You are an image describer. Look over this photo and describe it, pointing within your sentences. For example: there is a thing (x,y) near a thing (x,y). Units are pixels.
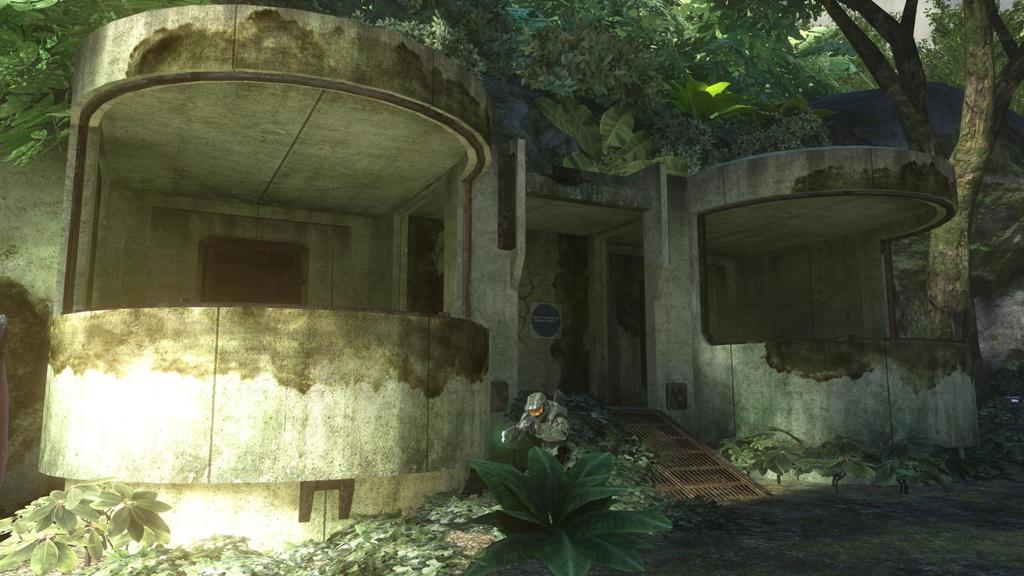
In this image, there is a building (719,193) beside the tree (932,257). There are some plants (516,511) at the bottom of the image (304,564).
